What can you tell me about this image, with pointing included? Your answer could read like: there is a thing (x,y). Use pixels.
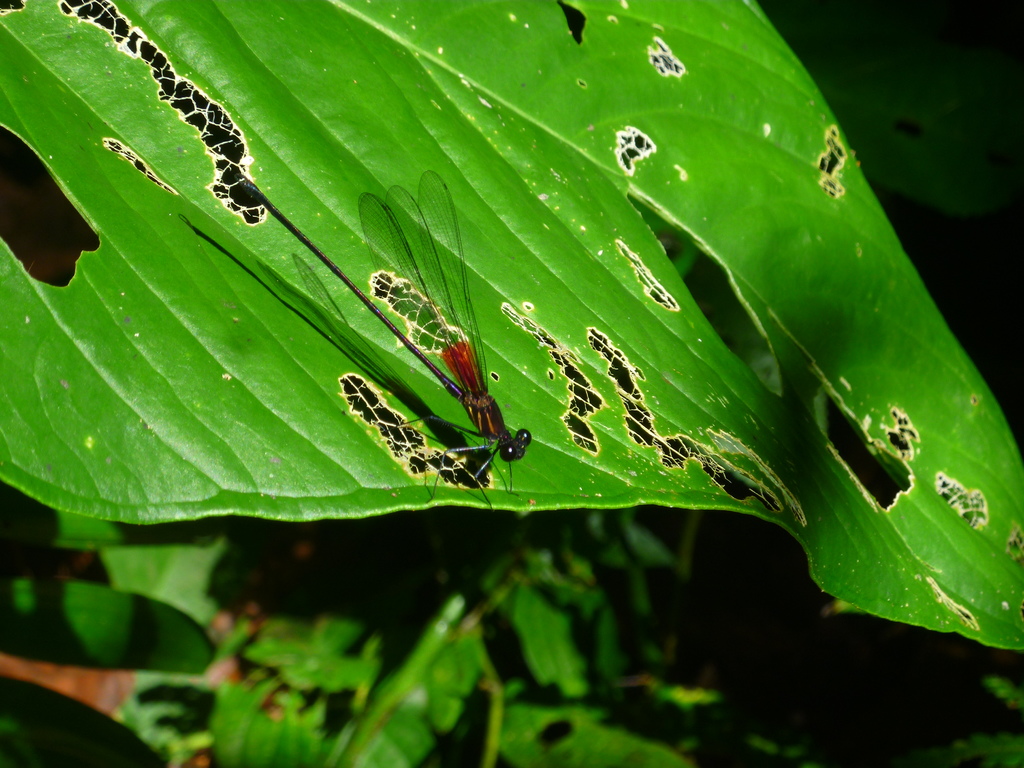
in this image in the front (486,417) there is an insect (486,417) and in the center (399,356) there is a leaf (583,338) and in the background (435,670) there are leaves (457,622).
